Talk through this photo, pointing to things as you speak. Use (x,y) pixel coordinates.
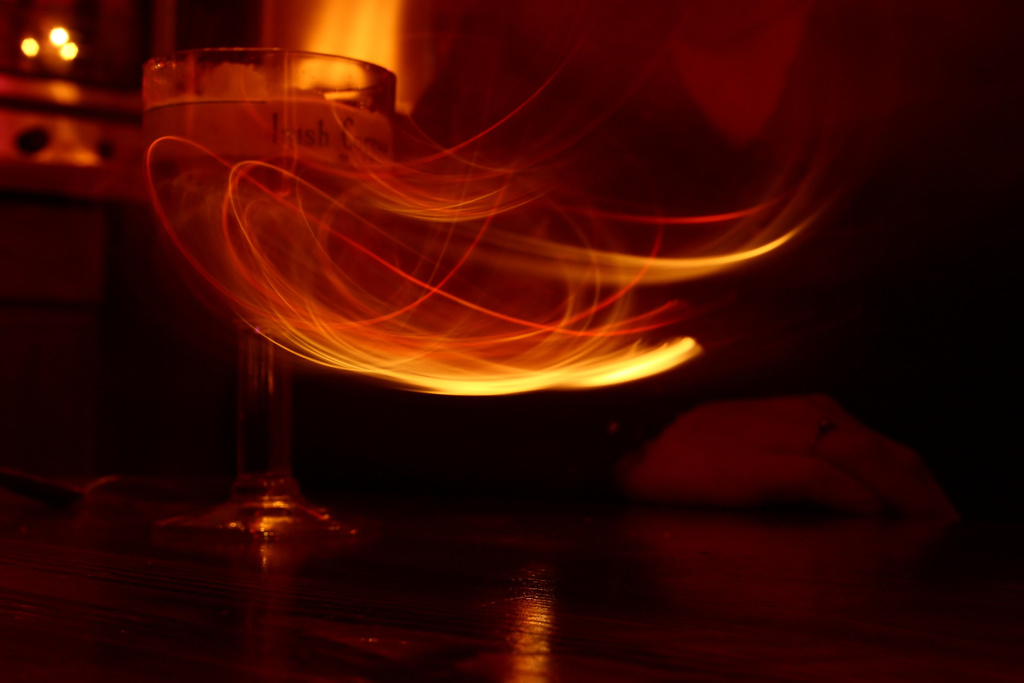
In this picture I can see few lights (67,53) and a glass (185,89) on the left side (221,82).
